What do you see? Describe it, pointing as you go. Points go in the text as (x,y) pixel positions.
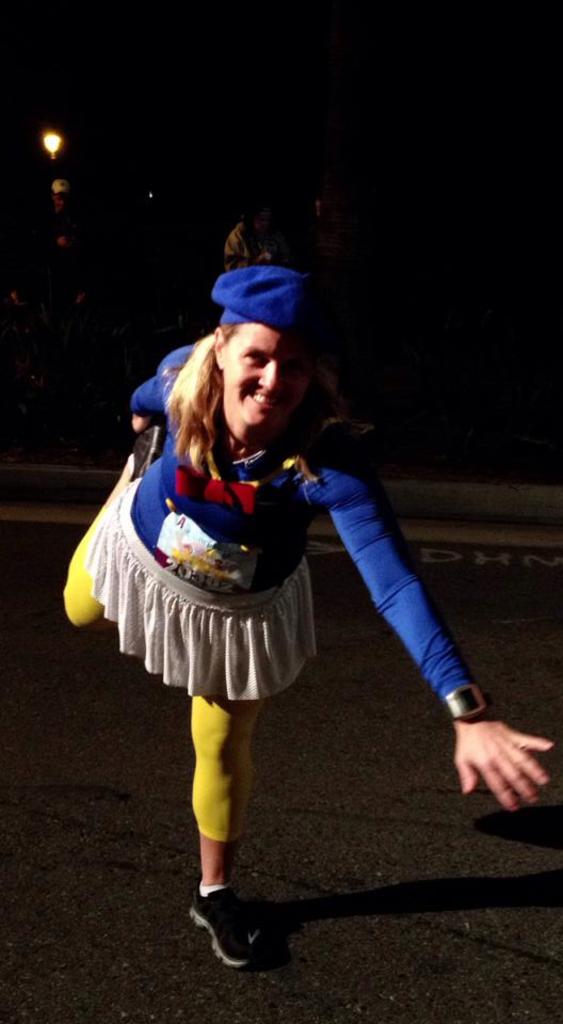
The woman (290,322) in front of the picture is wearing a white and blue dress (260,577). She is smiling. She is either exercising or dancing on the road (26,754). At the bottom (112,905), we see the road (342,917). In the background (50,281), we see the street light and we see people (65,228) are standing on the footpath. In the background (406,181), it is black in color. This picture is clicked in the dark.
